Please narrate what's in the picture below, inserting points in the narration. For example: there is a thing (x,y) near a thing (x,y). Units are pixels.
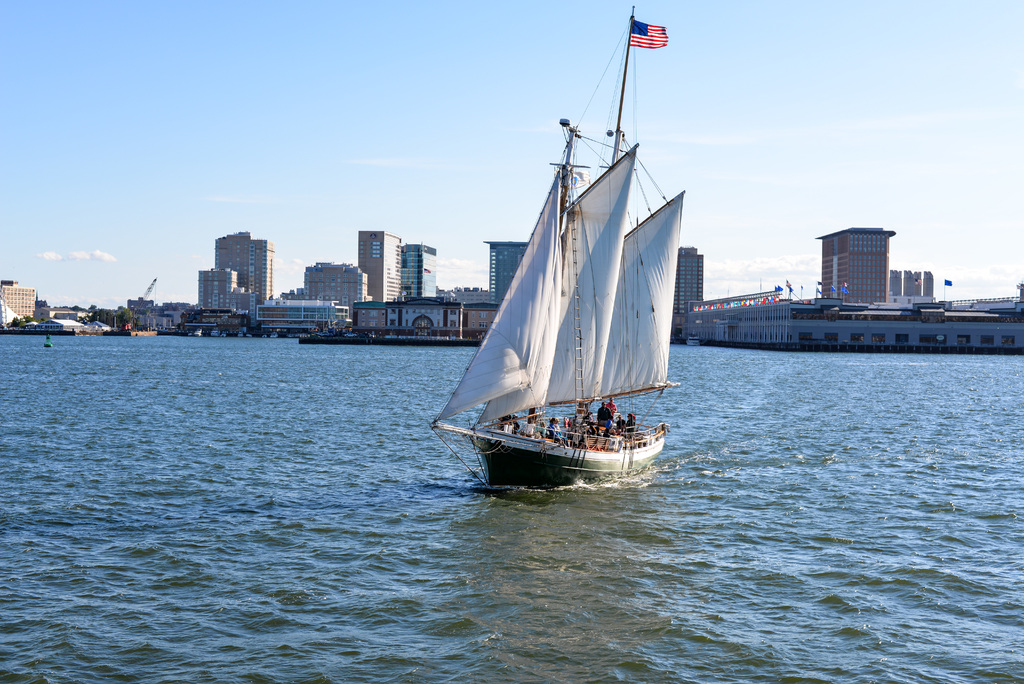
In this picture i can see a boat (549,352) carrying few people (554,430) in the water (376,426) and I can see buildings (340,287) and trees (111,312) and few flag poles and a blue cloudy Sky (625,148).
